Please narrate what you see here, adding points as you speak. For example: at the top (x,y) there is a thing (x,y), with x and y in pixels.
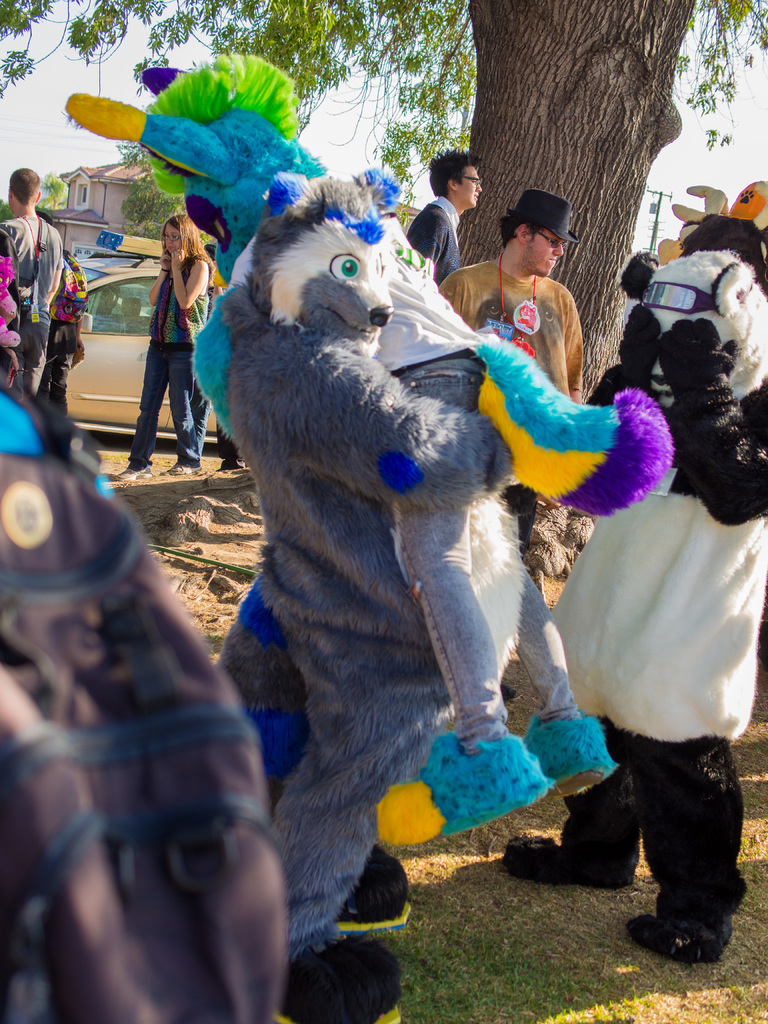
In this image we can see there are a few people (522,476) standing beneath the tree (557,28) and some are in different costumes (452,476). In the background (112,336) there is a car (125,331), building (134,179), trees (58,193) and a sky (18,157).
